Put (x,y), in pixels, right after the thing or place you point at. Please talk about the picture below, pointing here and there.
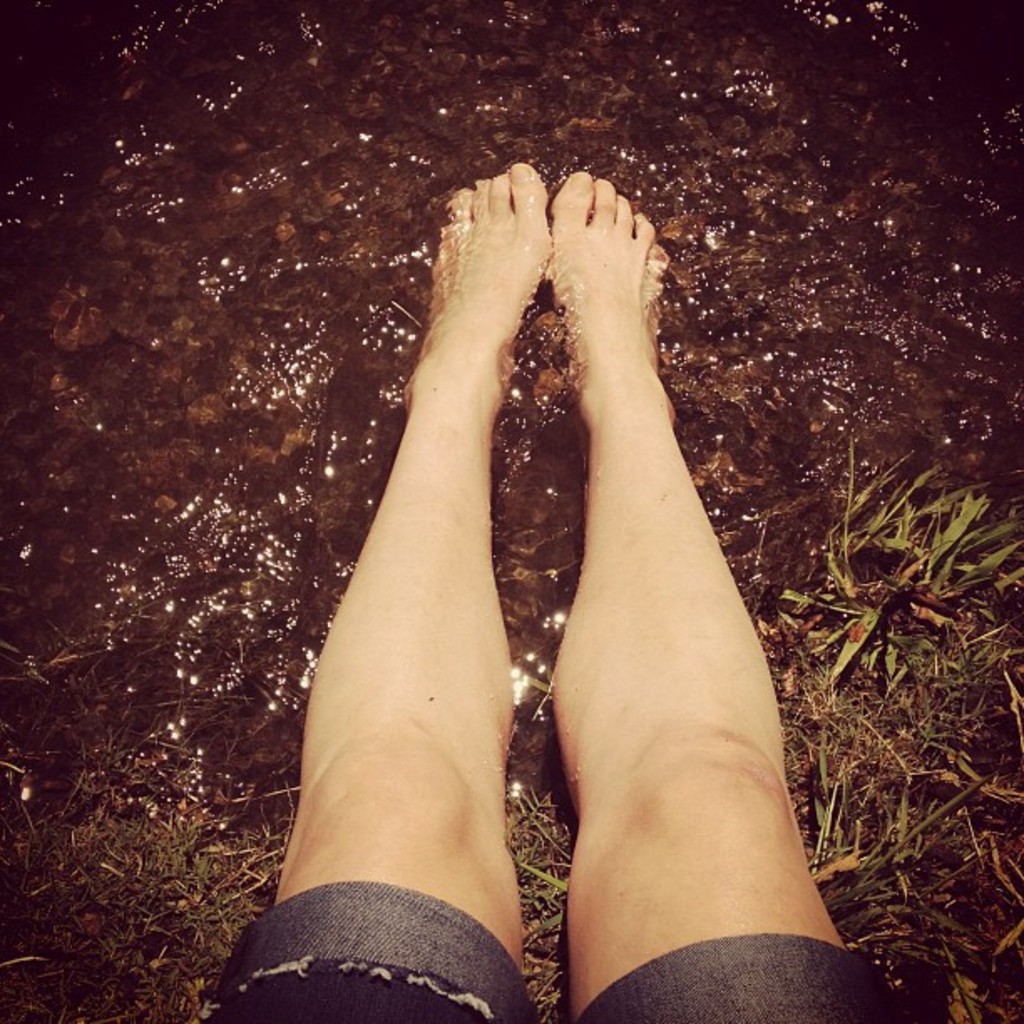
In this picture we can see a person's legs (402,499), here we can see grass (787,597), water (806,570) and some stones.
